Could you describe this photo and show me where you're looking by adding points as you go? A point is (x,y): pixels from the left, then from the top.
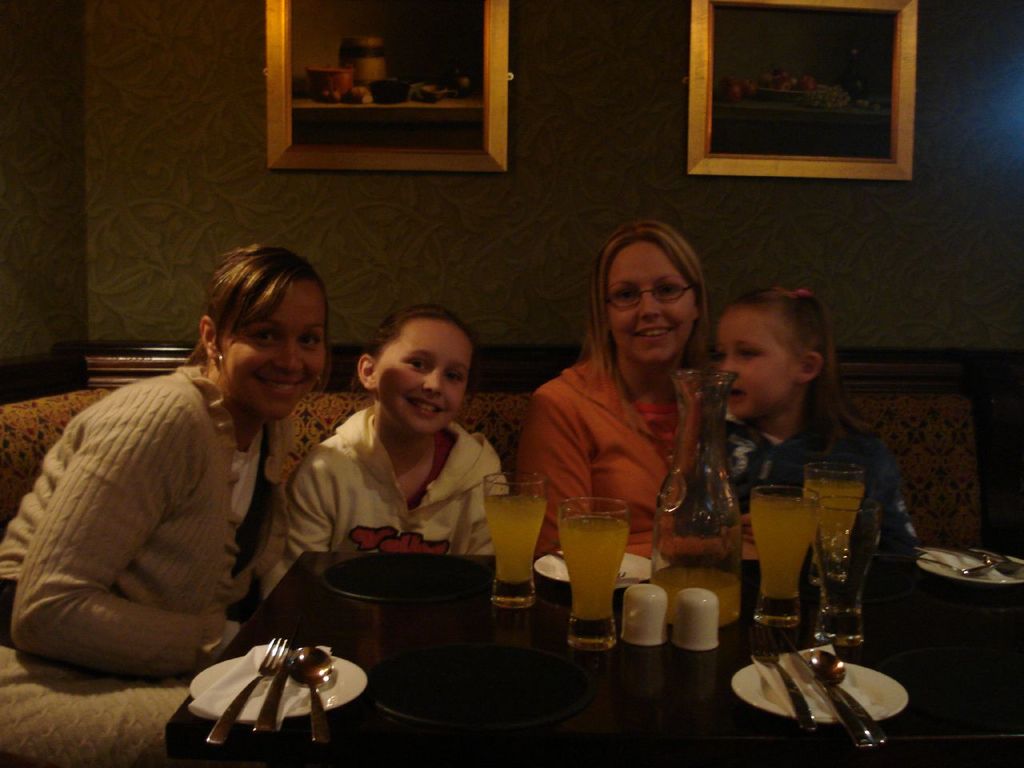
In this image four people (585,434) sitting on the sofa set (500,412) back side of the sofa set (493,397) there is a wall (478,270) and a photo frame (349,140) attached to the wall (355,180). And in front of the image there is a table (368,706). on the table (447,720) there is a plate (350,700), on the plate (333,693) there a fork (245,701) and spoons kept and there is a glass (589,609) contain with drink (594,606). On the right side (826,452) a girl (776,461) wearing a blue shirt (789,456) beside that a woman (633,465) wearing a orange shirt (646,463) and wearing a spectacles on the left side (130,502) a woman (126,505) wearing a cream color sweater (106,510) she is smiling and beside her a girl (315,464) wearing white shirt (360,490) she is smiling.
